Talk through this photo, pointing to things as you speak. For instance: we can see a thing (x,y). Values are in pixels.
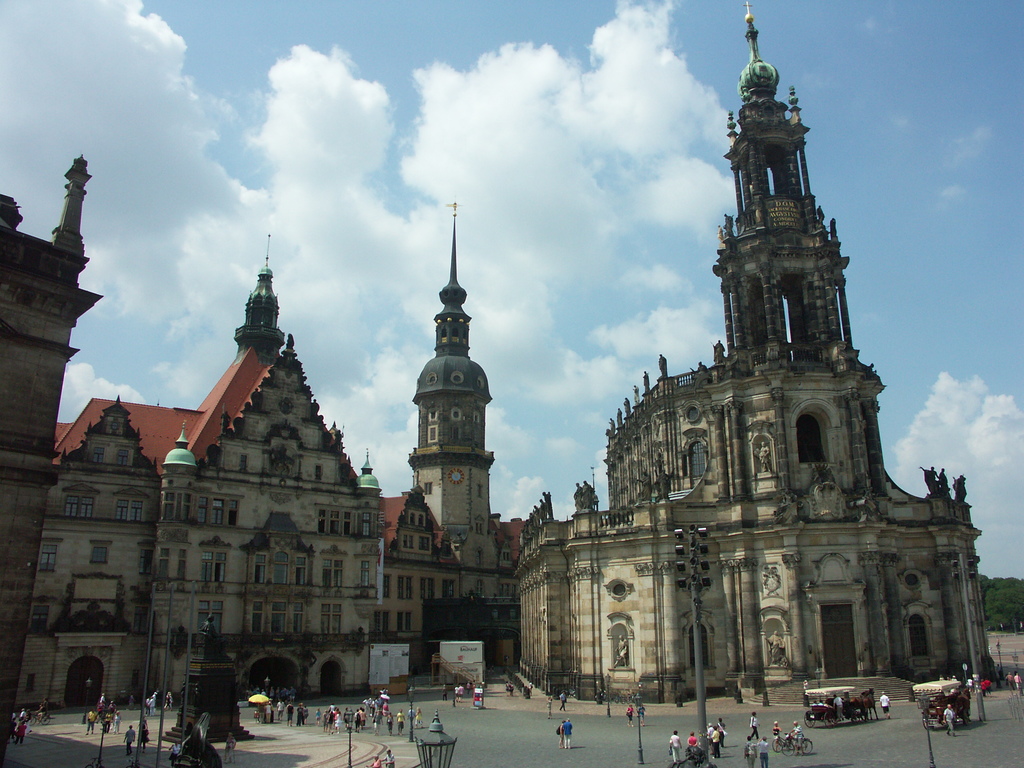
In this image, we can see a few buildings (705,498), people (357,713). We can also see the ground (548,739). We can see some vehicles (828,708), poles (966,672) and a statue (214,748). We can also see some banners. There are a few trees (1008,609). We can see the sky (855,118) covered with clouds (464,136).
